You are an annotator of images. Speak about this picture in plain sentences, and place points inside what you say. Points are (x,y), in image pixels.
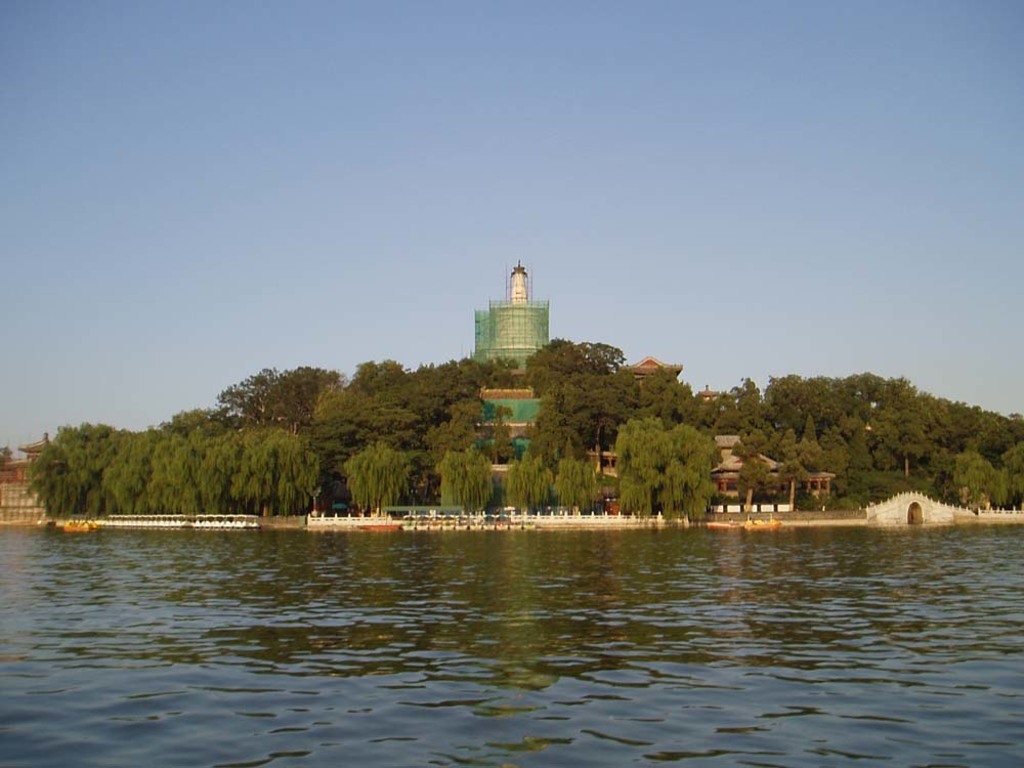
In this image we can see a building (508,466). We can also see a group of trees (434,479), water (399,610) and the sky (442,251) which looks clear.
